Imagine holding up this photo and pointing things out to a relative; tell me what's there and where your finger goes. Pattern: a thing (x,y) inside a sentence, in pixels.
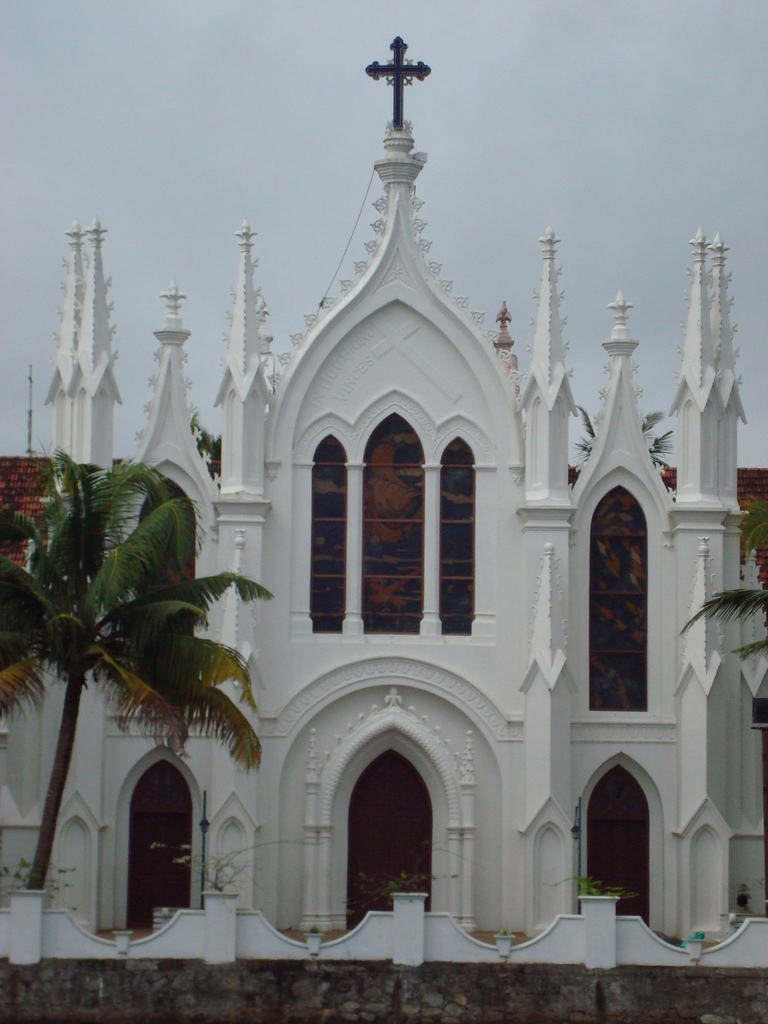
In this image we can see a church (23,809), at the top (400,52) we can see a cross symbol (399,117), in front of the church (169,838) we can see plants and trees (51,843), in the background (222,261) we can see the sky (156,233).
